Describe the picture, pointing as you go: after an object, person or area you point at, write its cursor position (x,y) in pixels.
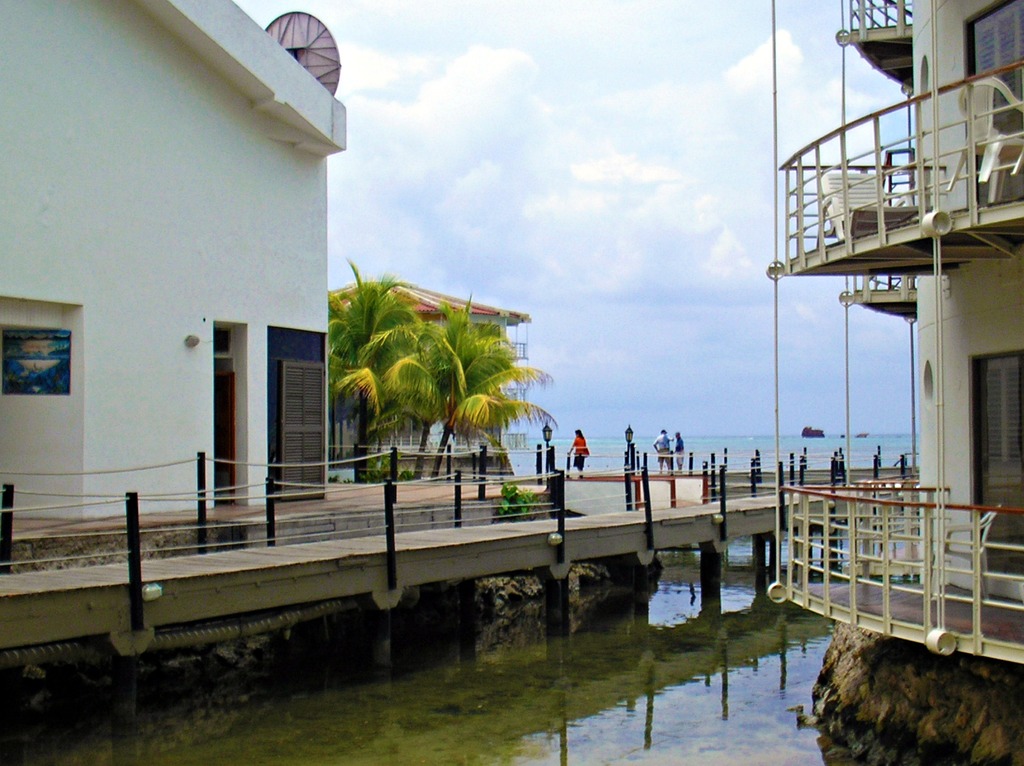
In this image there are a few houses (245,472) on the water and there are few people (579,460) walking on the pavement (514,525), in front of them there are trees (451,356), in the background of the image (557,453) there is water (618,451).
